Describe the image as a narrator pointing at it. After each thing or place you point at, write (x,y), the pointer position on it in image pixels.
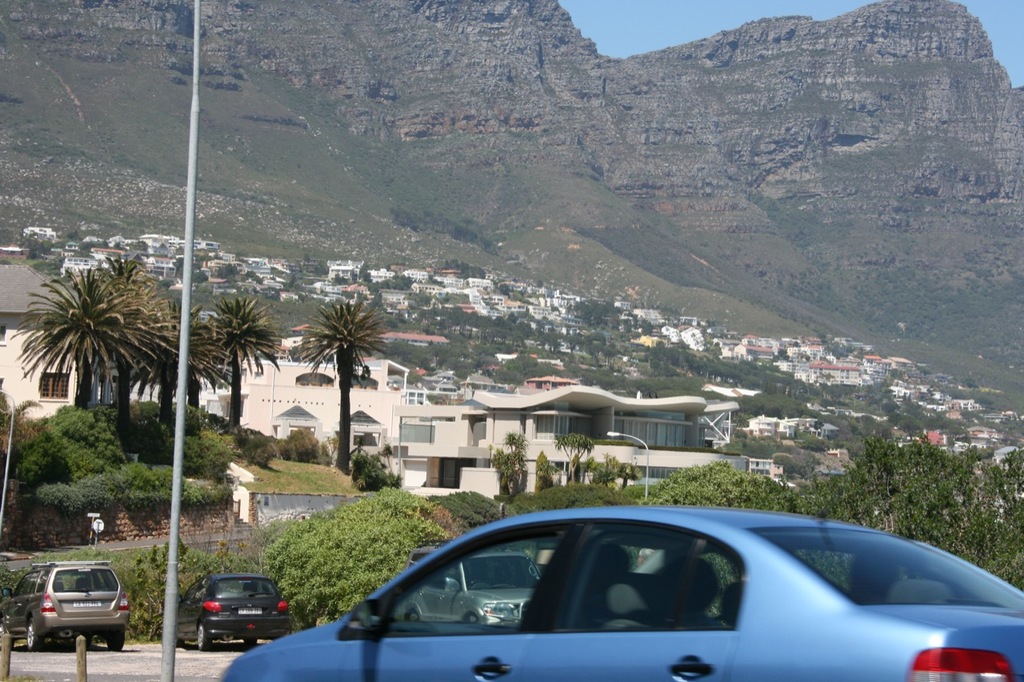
In this image there are few vehicles (636,619) moving on the road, there is a pole (197,23), trees (60,357), buildings (468,300), mountains (529,136) and the sky (628,31).
